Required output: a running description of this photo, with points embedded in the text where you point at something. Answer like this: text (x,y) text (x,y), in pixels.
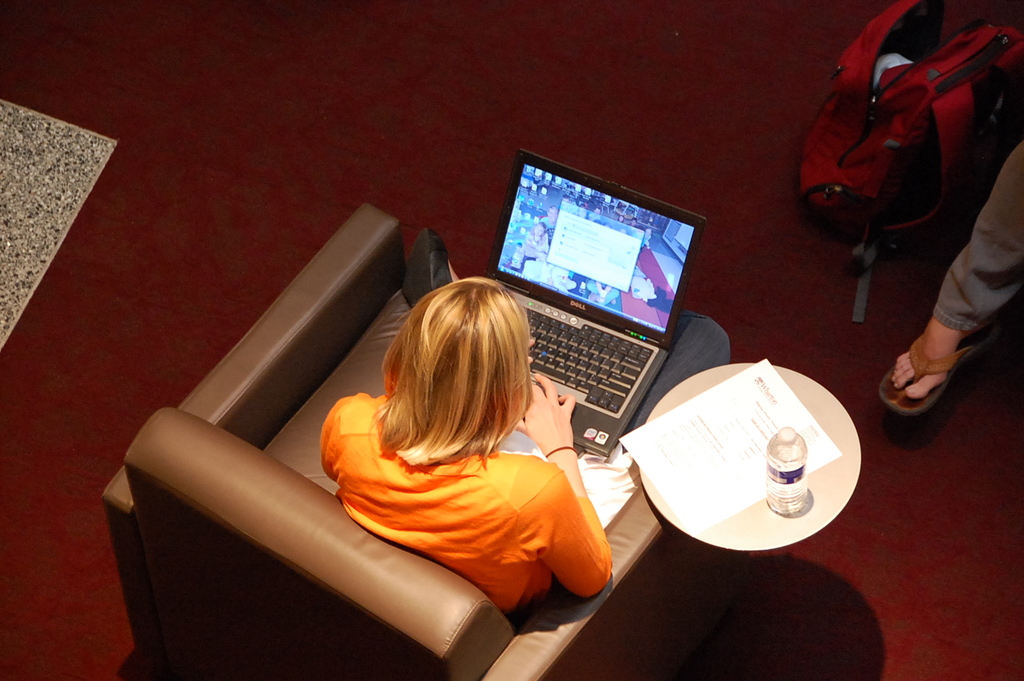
In this image, we can see a person (410,442) sitting on the couch (207,503) and using a laptop (567,340). There is a bottle (791,450) and paper (723,439) on the table (760,518). There is a mat (33,237) on the left side of the image (38,231). There is a person (993,287) on the right side of the image (990,285). There is a bag (869,251) in the top right of the image (881,73).
